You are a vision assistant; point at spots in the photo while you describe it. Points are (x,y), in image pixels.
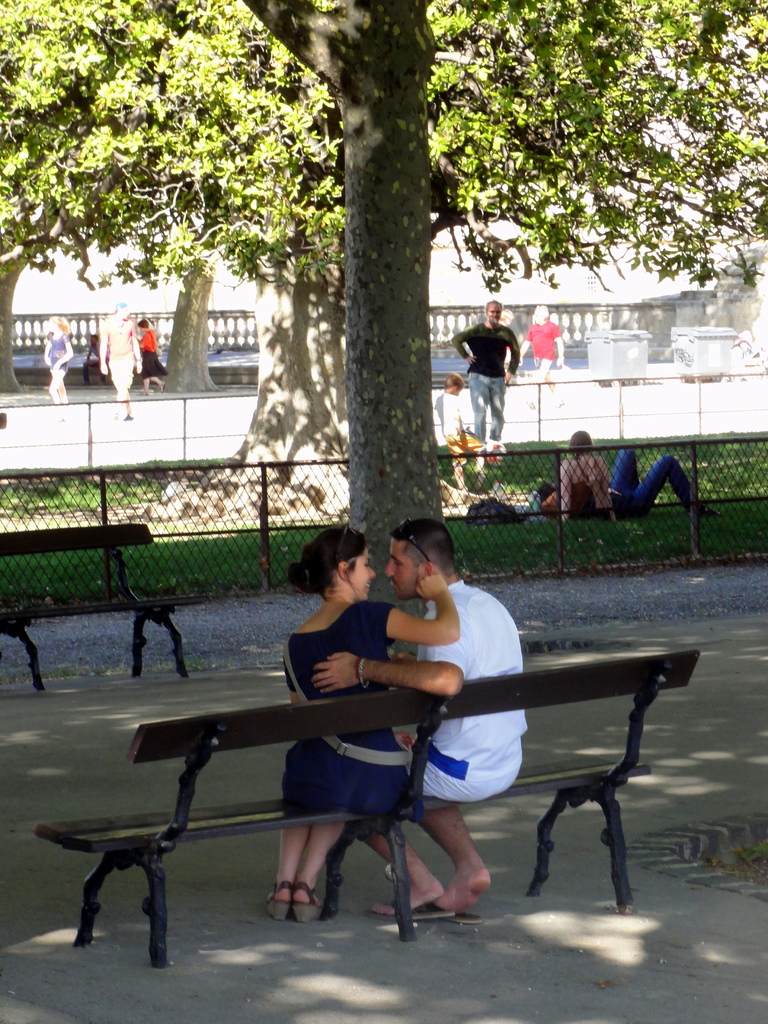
This picture is clicked outside. In the foreground (175,836) we can see the two persons (478,754) sitting on the bench (266,825) and we can see the green grass (156,577), bench (54,614), fence (475,455) and a person (643,490) lying on the ground (501,528) and a person (560,487) sitting on the ground (513,525). In the background (541,336) we can see the group of persons (485,326), trees (246,112) and some other objects (645,367).
